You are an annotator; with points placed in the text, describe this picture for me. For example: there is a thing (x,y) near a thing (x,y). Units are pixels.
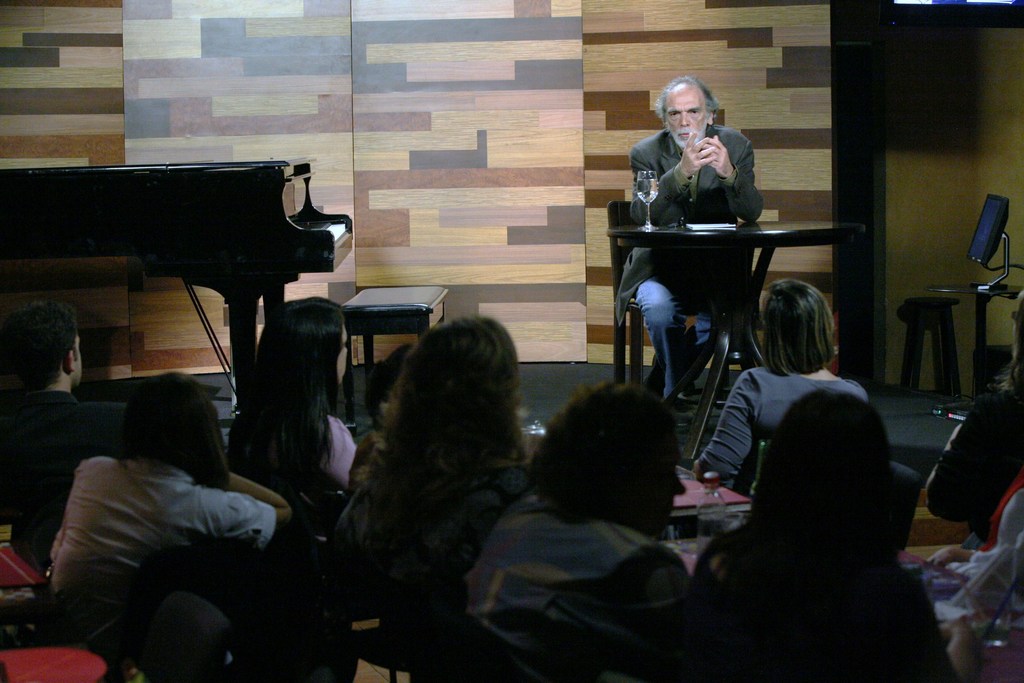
in the picture we can a person (697,189) sitting on the chair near the table (657,241) and saying something with the people (377,465) who are in front of them, there was also a piano (243,220) near to the wall (360,143), there was also a table (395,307) near to the piano (286,283), there was glass (652,191) on the table (758,224).
